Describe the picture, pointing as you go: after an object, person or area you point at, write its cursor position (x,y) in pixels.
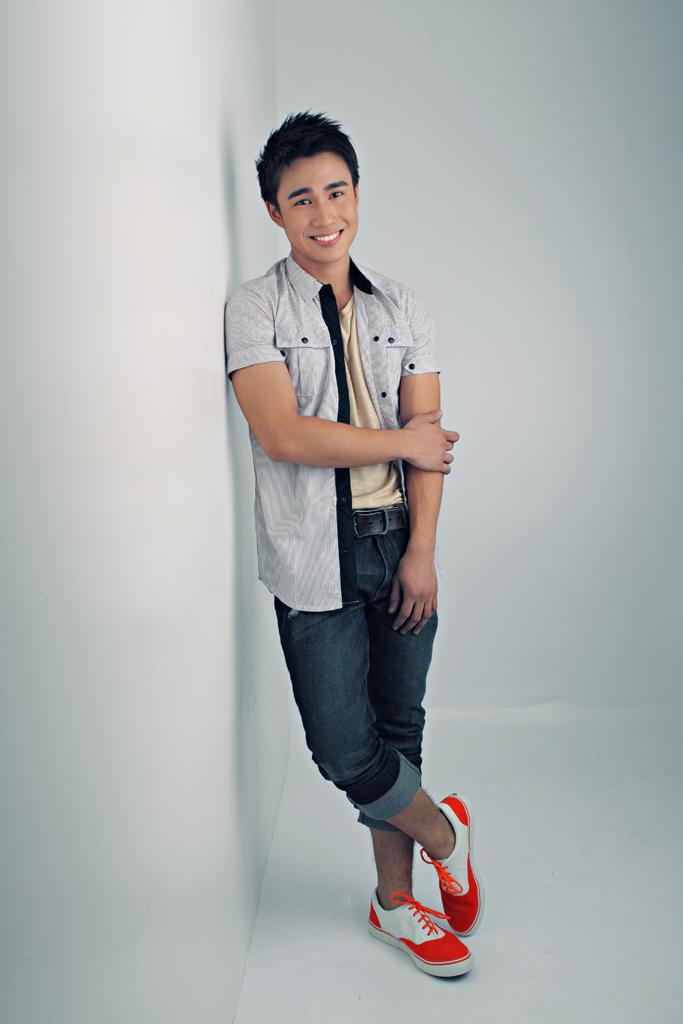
In this image, we can see a man (326,560) is standing near the wall (153,482). He is seeing and smiling. At the bottom (343,982), there is a white floor (482,997).
